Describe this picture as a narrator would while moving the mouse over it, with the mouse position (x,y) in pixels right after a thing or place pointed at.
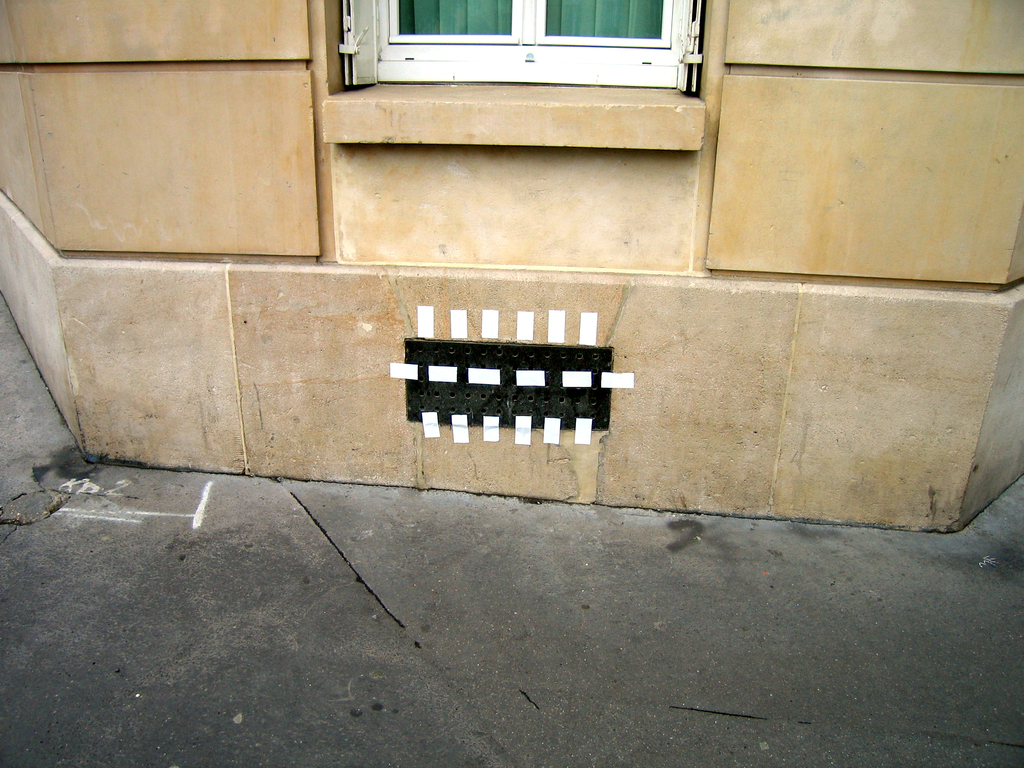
In this image we can see road (266,618), wall (307,420), and a window (648,31).
